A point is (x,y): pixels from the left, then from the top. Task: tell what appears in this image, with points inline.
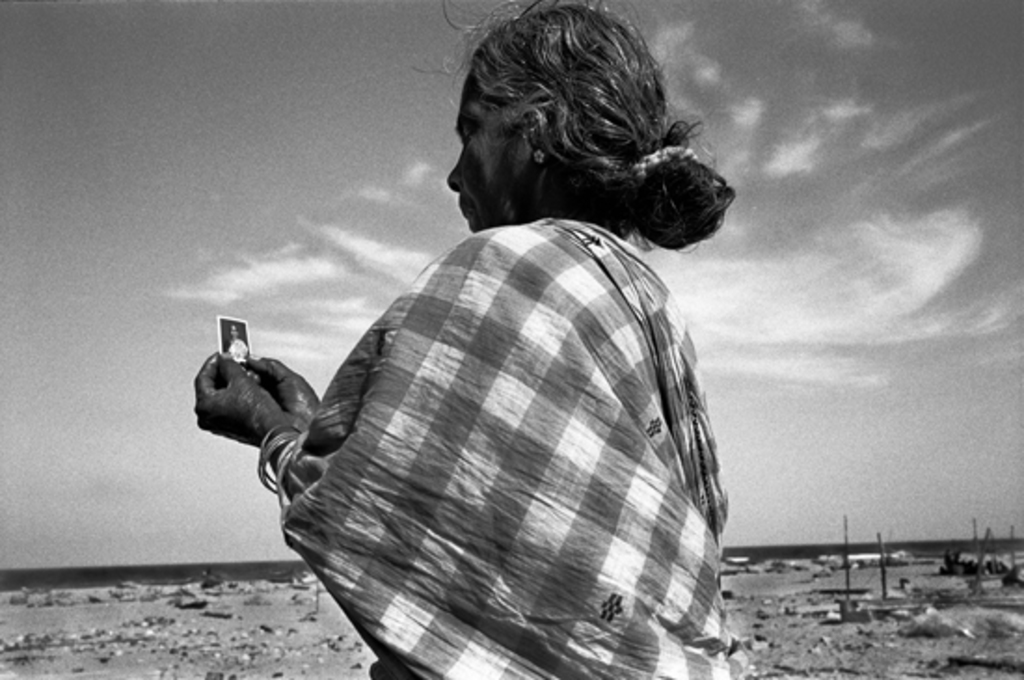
This is a black and white image we can see a lady (476,329) wearing. In the background of the image (305,287) there is sky (179,256) and clouds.
